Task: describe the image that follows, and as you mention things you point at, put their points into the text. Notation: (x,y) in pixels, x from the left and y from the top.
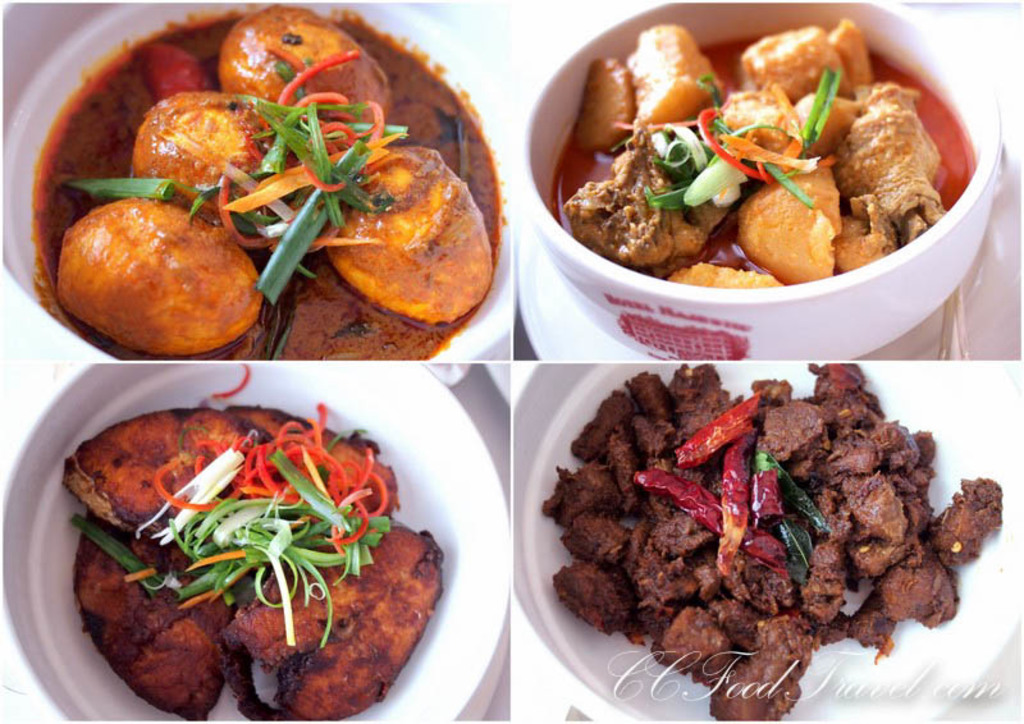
This is a collage picture. I can see food items (643,223) in the bowls (450,489), and there is a watermark (629,670) on the image.
